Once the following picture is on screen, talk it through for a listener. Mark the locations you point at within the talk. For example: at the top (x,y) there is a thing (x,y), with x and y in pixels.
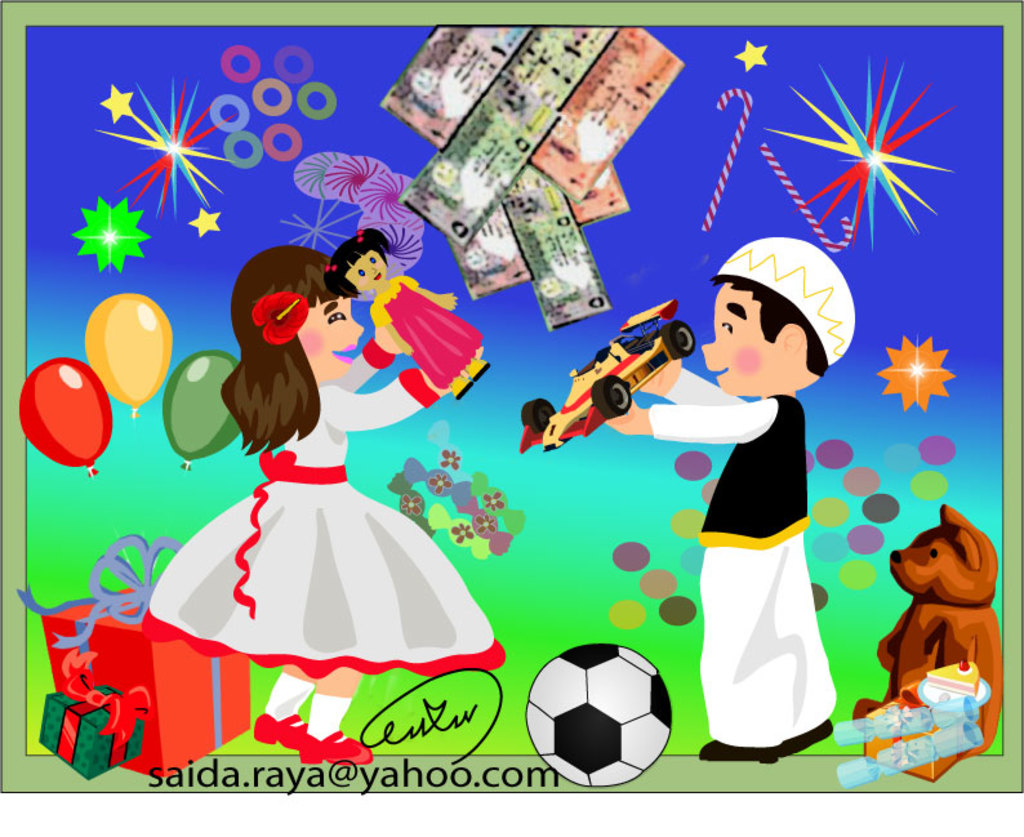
In this image there is a poster (445,351) of two people (246,419), balloons (208,425), gifts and some text (383,729) on it.
